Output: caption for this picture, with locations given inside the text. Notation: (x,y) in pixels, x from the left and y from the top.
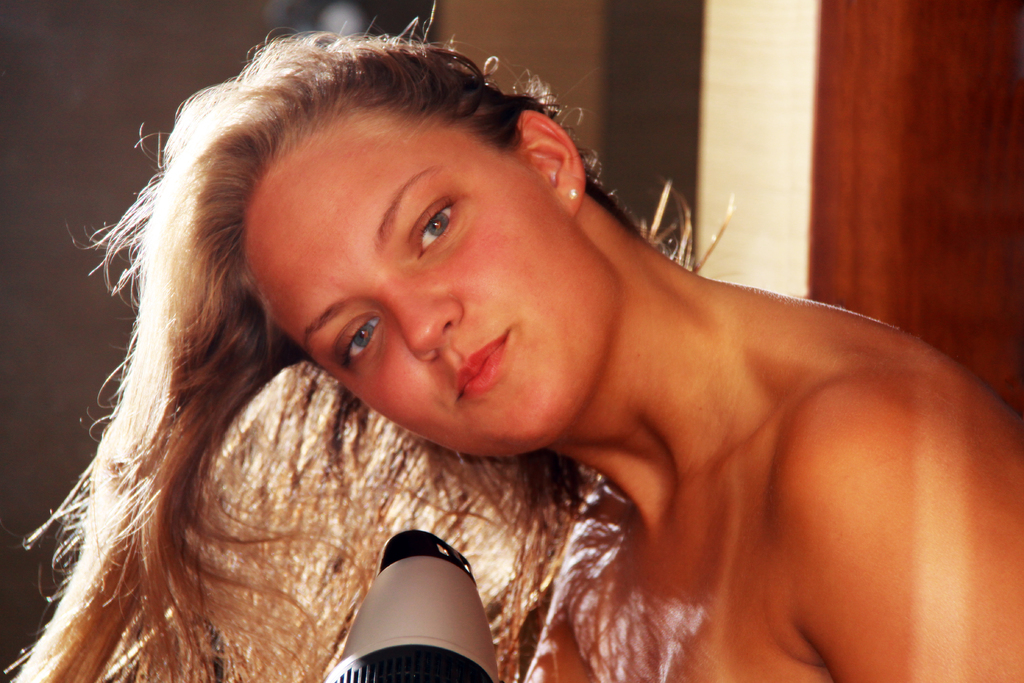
The picture consists of a woman (715,495) blowing her hair (300,553). In the background (512,56) we can see wall (694,45) and door (863,40).
